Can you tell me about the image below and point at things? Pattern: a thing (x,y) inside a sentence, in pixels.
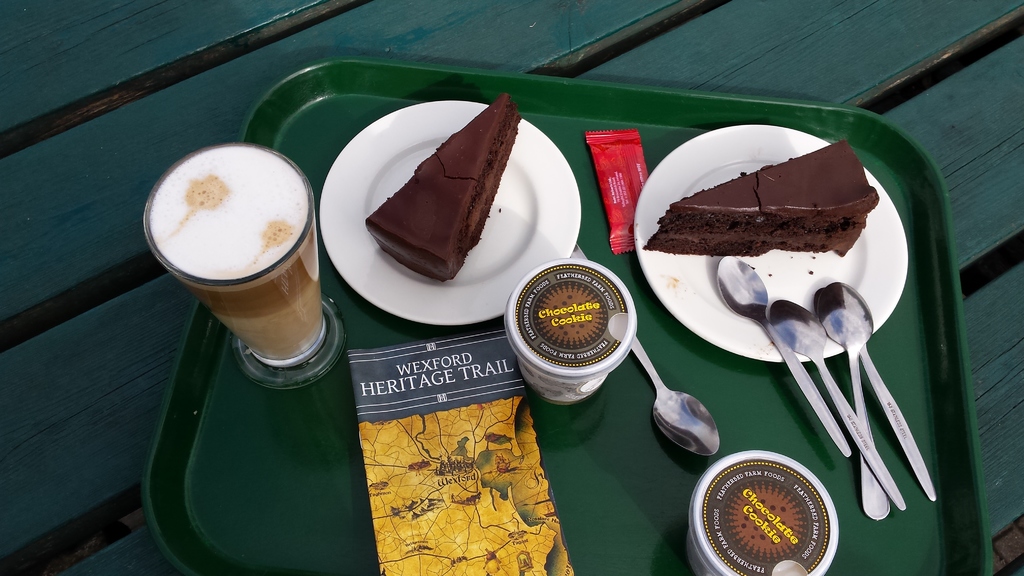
In this image these are spoons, cups (568,347), glass of coffee (231,273), book (475,350), a packet (623,199), two cake slices (478,152) on the plates (347,179), on the tray (340,120), on the wooden board (208,55).
